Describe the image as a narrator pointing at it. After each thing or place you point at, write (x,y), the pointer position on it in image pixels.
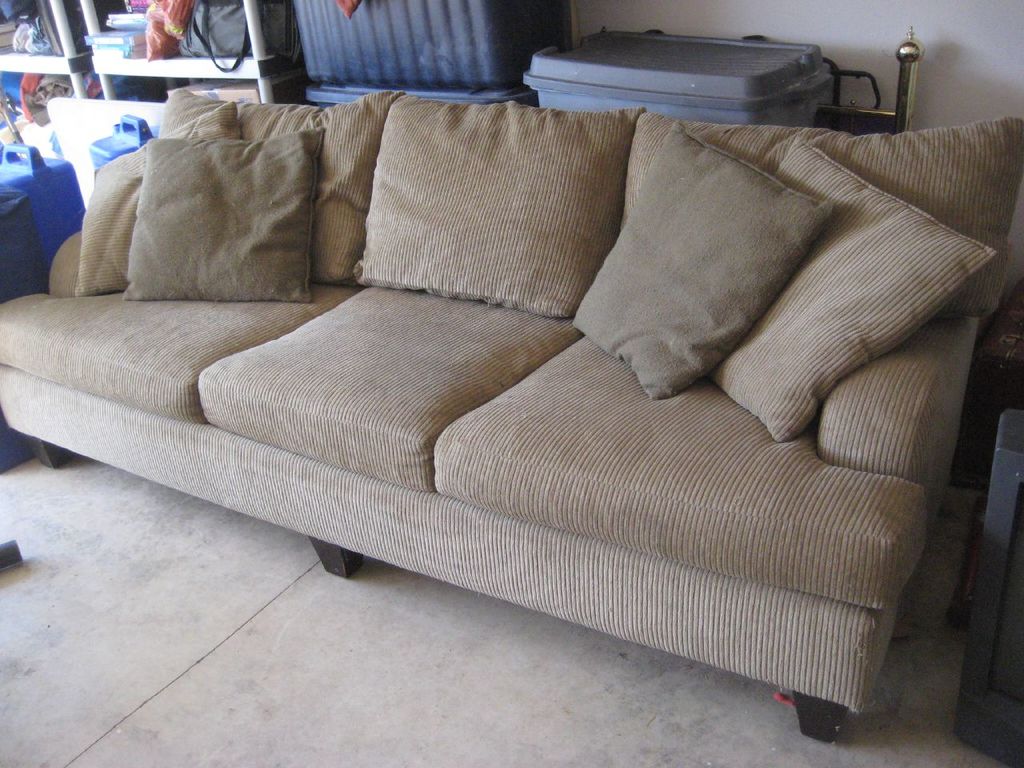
In this image there is couch (676,515), pillows (223,198), container (610,72), clothes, books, bag (243,25) in a rack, wall (837,24).
